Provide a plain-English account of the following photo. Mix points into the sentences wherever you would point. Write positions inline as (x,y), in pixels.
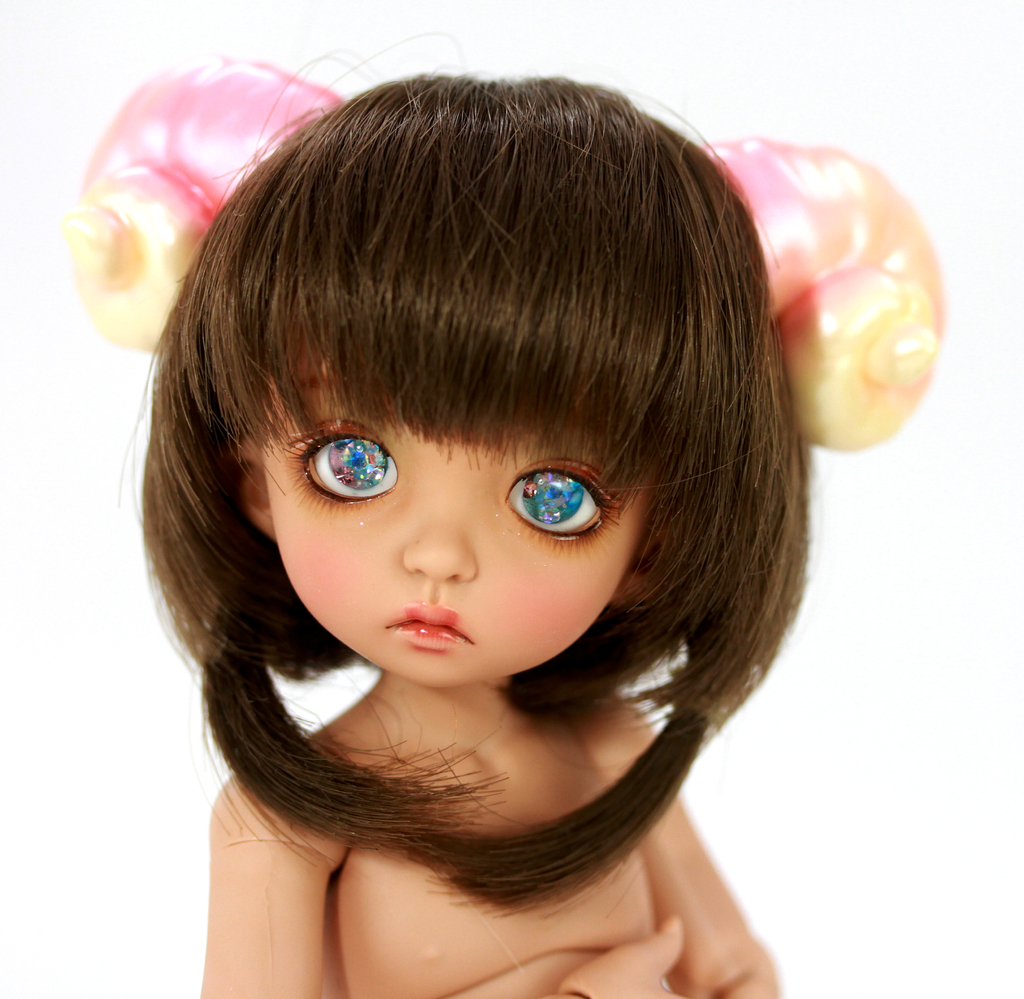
In the picture there is a doll (521,521) and it has blue eyes (354,476), the background of the doll (455,476) is white.
